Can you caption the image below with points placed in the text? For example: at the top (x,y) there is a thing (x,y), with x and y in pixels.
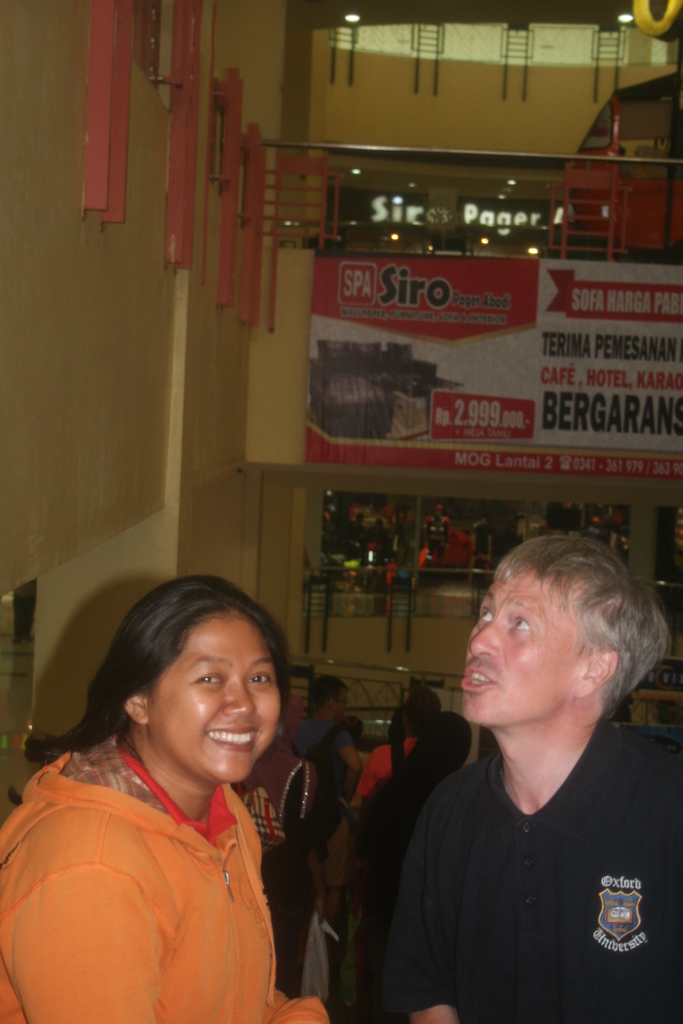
There is a woman (167,820) and a man (554,938). In the back (351,773) there are many people (357,764). Also there is a wall (136,353) and a banner (349,434) with something written on that.
